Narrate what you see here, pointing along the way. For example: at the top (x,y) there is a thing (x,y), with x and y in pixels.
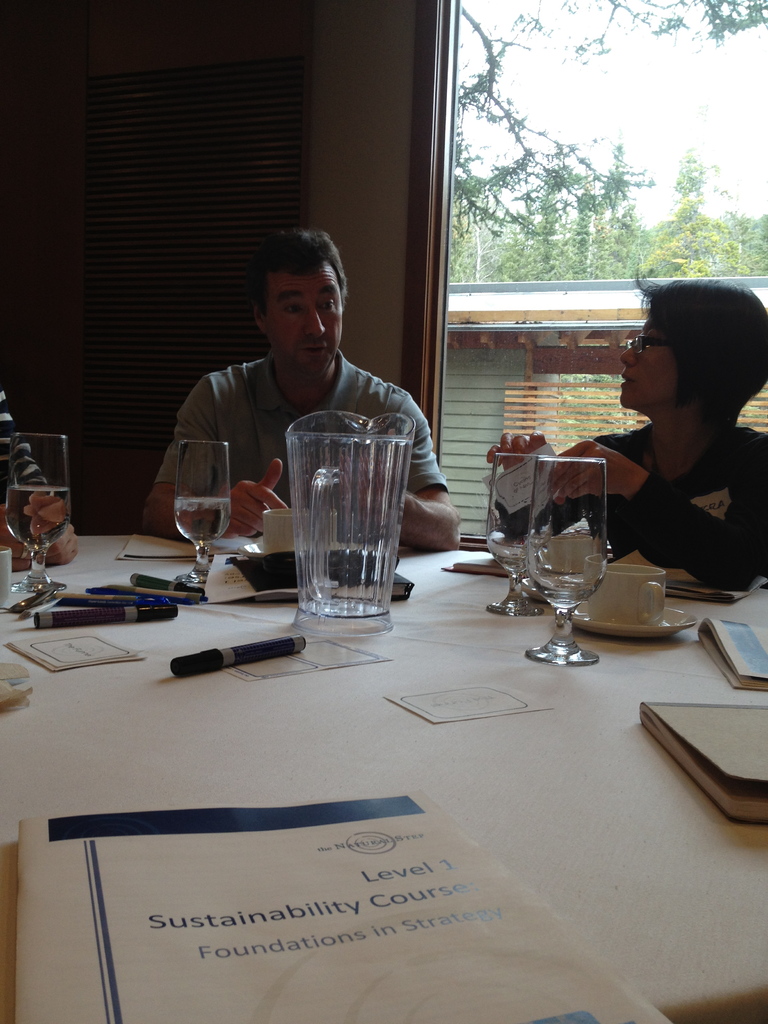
In this image there is a table (130,636). On the table (183,694) there is a pen (213,662) and glass jar (371,478), glasses (582,569), cup (613,607), saucers (658,626), books (679,754) and a man (231,399) sit near to the table (85,760). on the right side (683,416) a woman (703,456) wearing a black jacket (725,534) sit near to the table (720,590). On the background (603,246) there are some trees (533,244), there is a sky (627,105), on the left side (86,219) there is a wall (50,214).
